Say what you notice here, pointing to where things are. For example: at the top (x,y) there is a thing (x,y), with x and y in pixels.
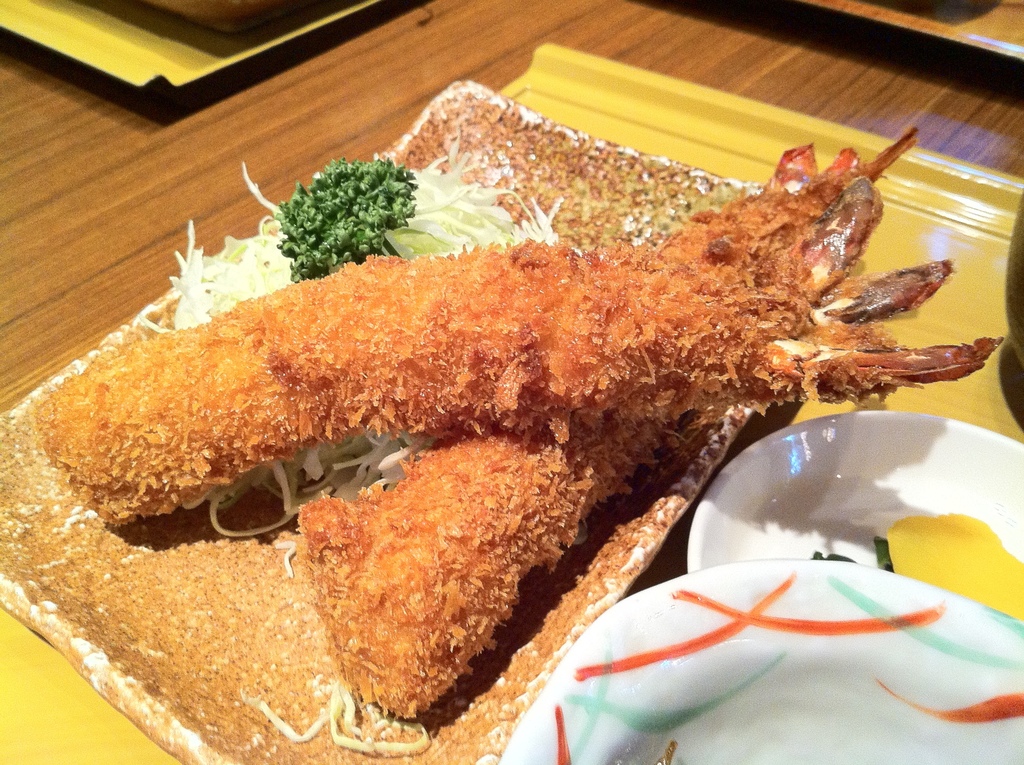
In this image I can see food items (529,451), a white color bowl (852,486) and other objects (74,514) on a wooden surface (239,225).
